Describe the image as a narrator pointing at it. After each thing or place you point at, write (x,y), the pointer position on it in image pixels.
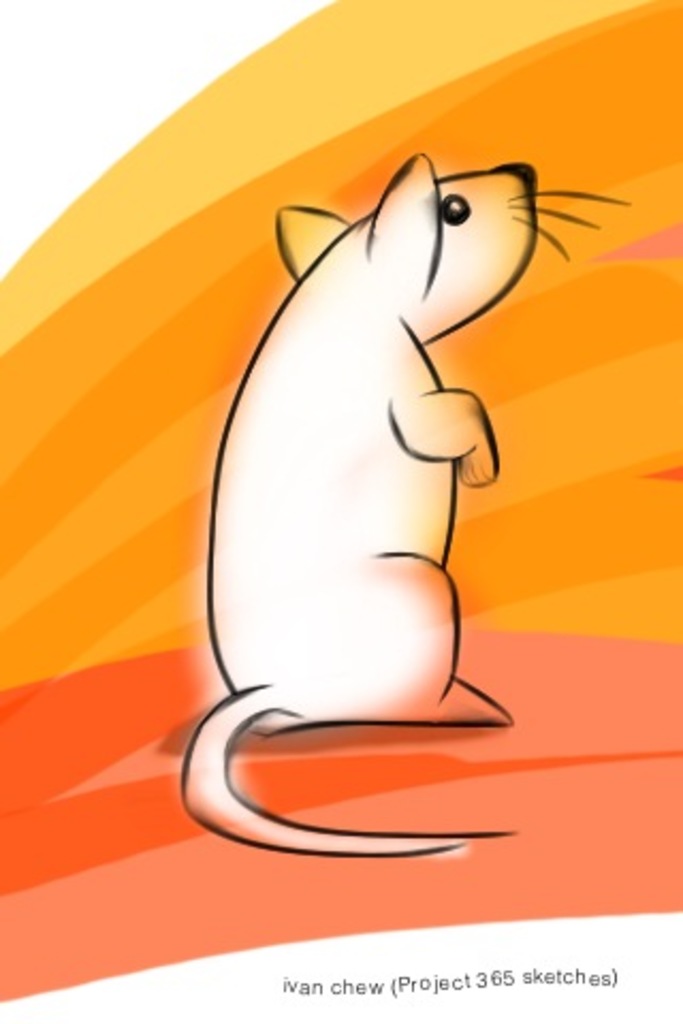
In this image in the center (378,530) there is graphical image (370,541) of the animal (423,487).
